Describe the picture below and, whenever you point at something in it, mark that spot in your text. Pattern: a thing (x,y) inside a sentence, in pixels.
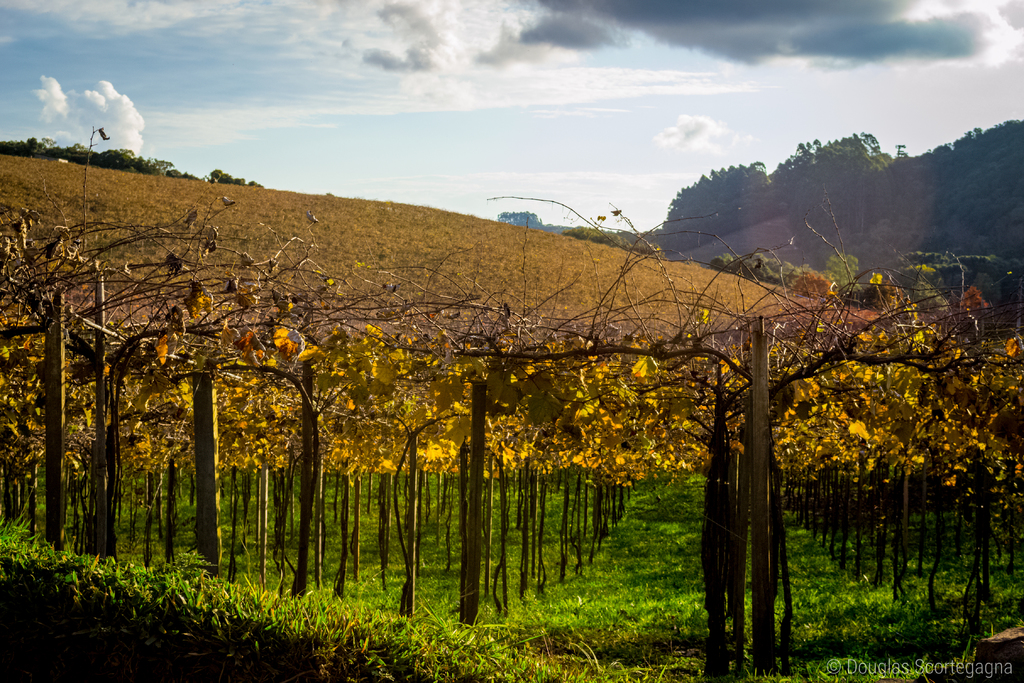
In this image I can see some grass (541,619) on the ground (496,640) and few trees (590,476) which are yellow in color. In the background (904,240) I can see few mountains (417,292), few trees (981,178) and the sky (401,99).
